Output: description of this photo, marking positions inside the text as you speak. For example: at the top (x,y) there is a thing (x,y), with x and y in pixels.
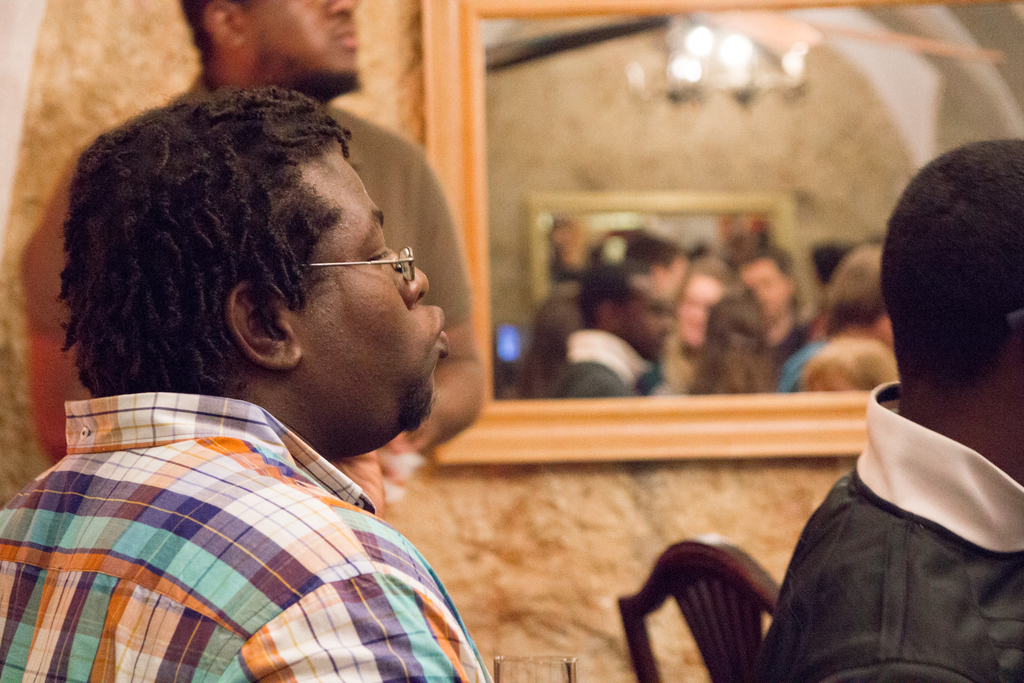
In this image we can see few people (873,523). Also there is a chair (727,583). In the back (591,39) there is a wall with a mirror (595,69). In the mirror (613,298) we can see reflections (662,329) of people (830,311) and chandelier (734,37). And it is blurry.
